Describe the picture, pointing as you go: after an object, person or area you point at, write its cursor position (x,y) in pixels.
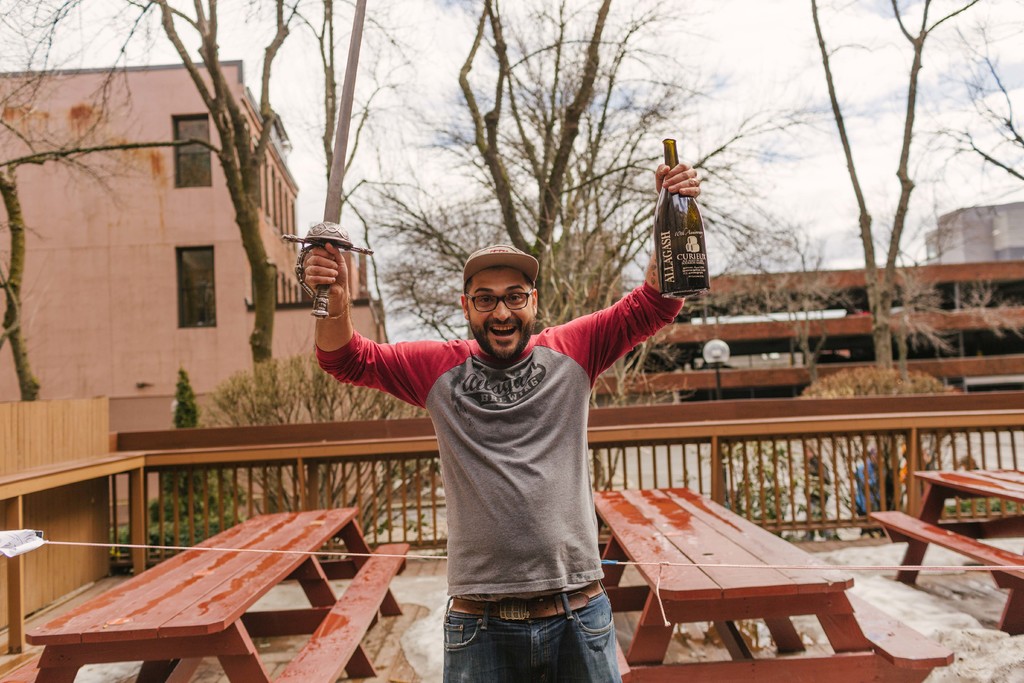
In this image a man (491,451) standing on the floor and this is smiling. This is wearing spectacles (490,308) and cap (490,269) on his head (490,301) and holding a bottle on his left hand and holding a metal item (314,316) on his right hand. And the back side there is a rope (340,551) and there are some benches (327,536) on the floor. Back side of the benches (312,523) there is a fence (299,483). Back side of the fence (282,438) there are some trees (278,415). On the background of image (202,369) there is a building (159,260), in front of the building (231,247) there are some trees (258,241) and there is a sky (724,81) with clouds (740,74). There is a lamp (716,349) in front of the building (724,314).
